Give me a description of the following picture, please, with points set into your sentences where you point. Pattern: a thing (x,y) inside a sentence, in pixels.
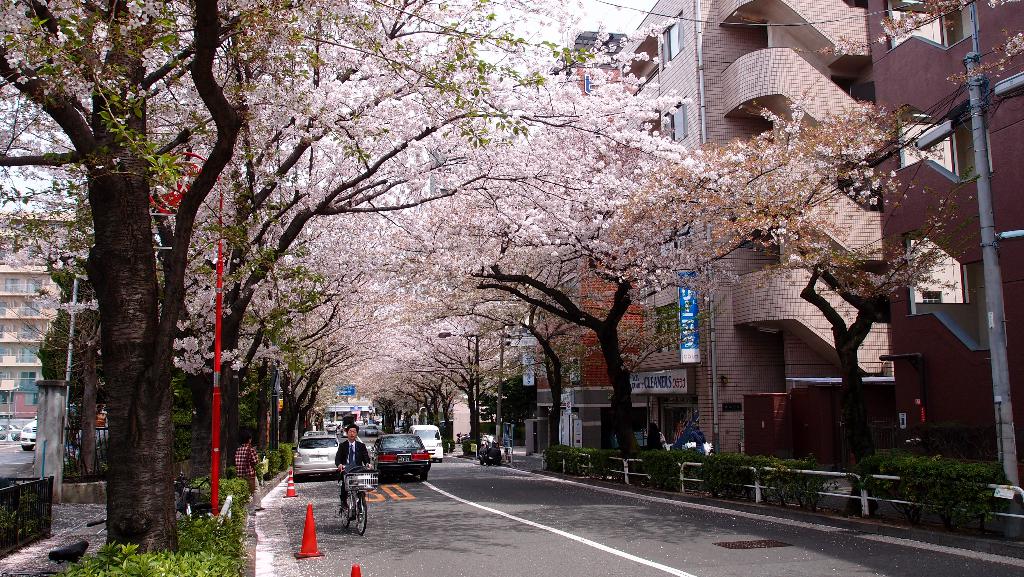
In this image we can see sky (592,10), electric poles (968,83), electric cables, buildings (737,125), pipelines (716,388), name boards (647,381), street poles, street lights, motor vehicles (498,459), bicycles (365,487), person (251,483) standing on the road (290,522), traffic cones (306,542), trees (197,440), grills (687,480) and bushes (232,515).
